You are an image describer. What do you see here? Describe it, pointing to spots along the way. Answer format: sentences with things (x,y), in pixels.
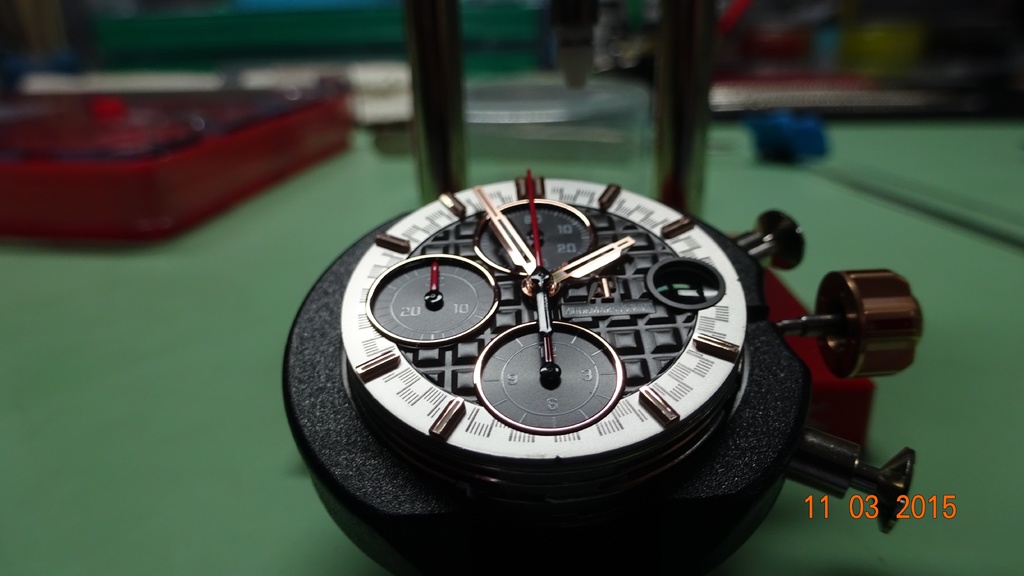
In this image we can see an analog watch (590,414). On the backside (181,231) we can see some objects (194,218) placed on the surface (197,298). On the right bottom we can see some numbers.
